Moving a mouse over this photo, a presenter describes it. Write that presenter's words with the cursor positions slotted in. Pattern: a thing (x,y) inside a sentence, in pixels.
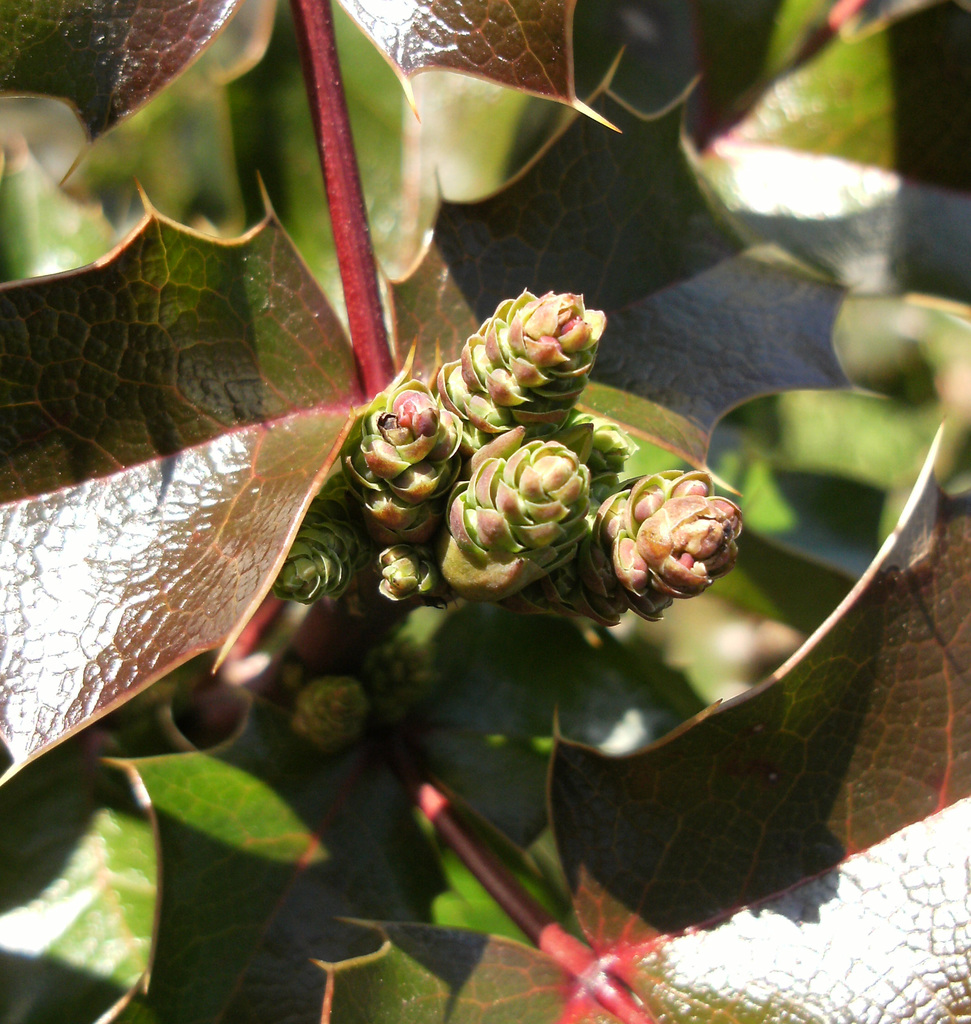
In this image there are buds (430,446) to the plant (376,456). At the bottom (488,773) there are green leaves (265,899).
